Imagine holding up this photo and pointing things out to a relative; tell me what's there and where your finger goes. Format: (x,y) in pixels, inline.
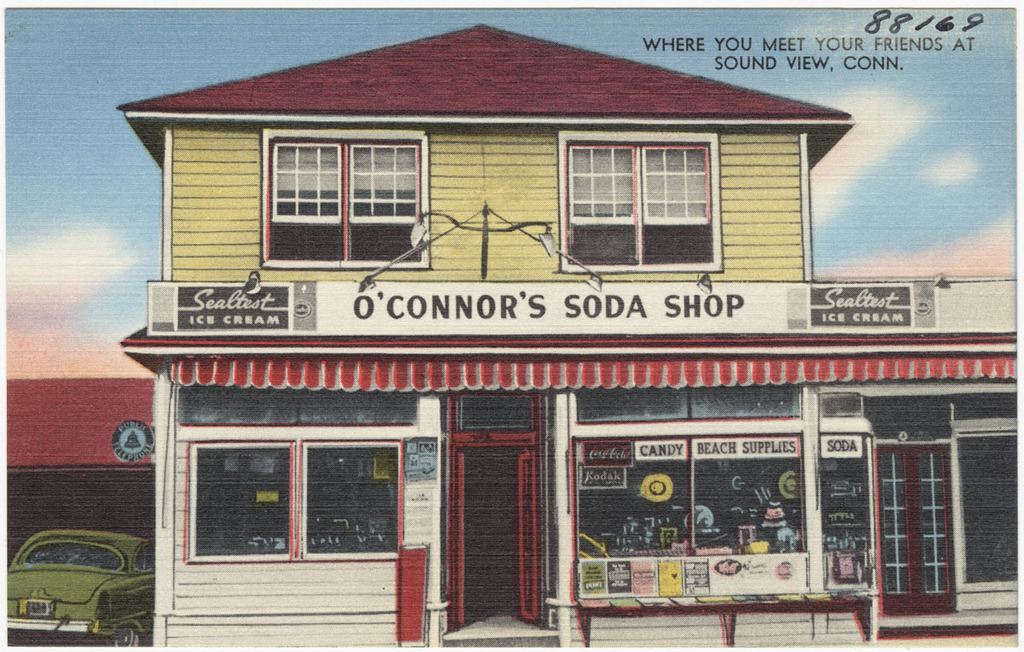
In this image I can see a building (499,429) which is white, red and yellow in color. I can see a car (83,583) which is green in color. In the background (103,209) I can see the sky (81,186).
